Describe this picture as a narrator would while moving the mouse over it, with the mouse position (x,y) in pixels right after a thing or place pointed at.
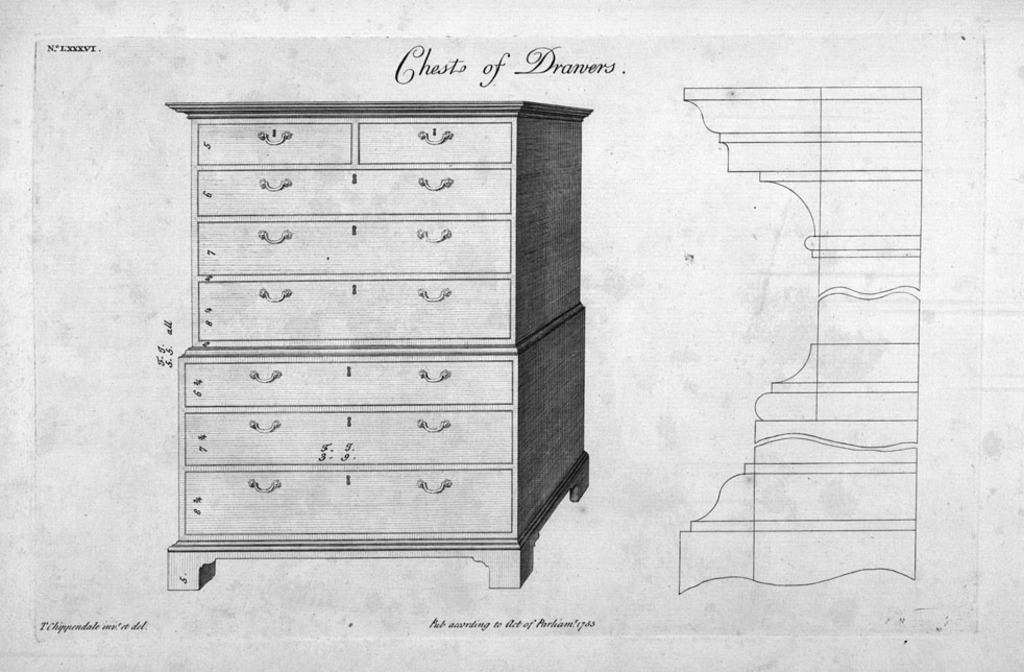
In this image I can see a sketch (370,345) of a cupboard (399,325) and something written on the image. The image is black and white in color.
